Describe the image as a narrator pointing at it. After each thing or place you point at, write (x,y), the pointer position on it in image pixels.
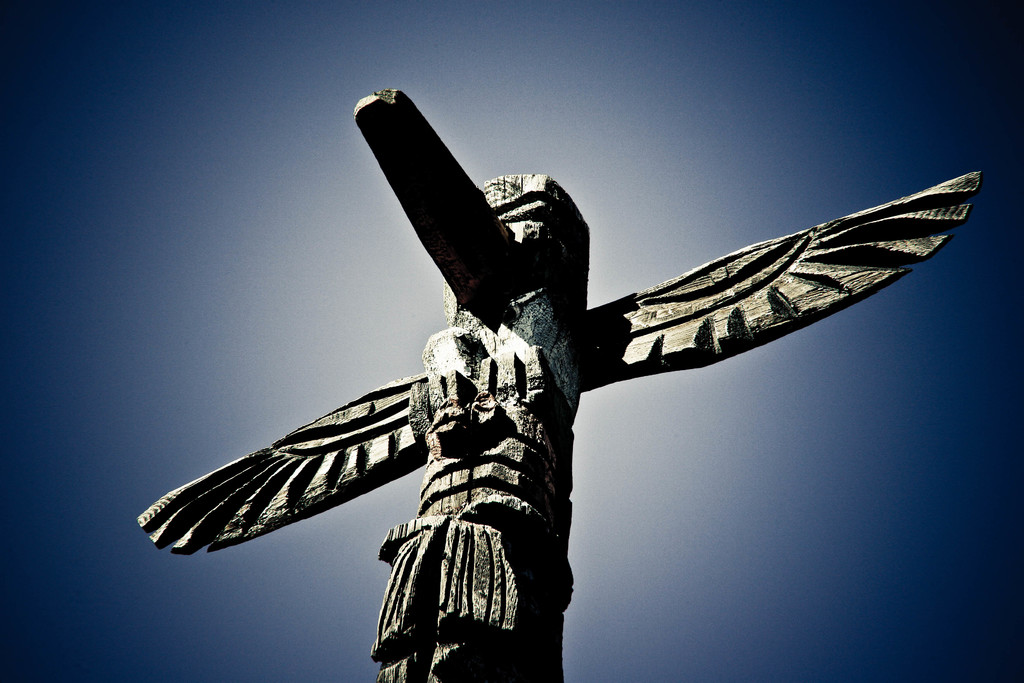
This looks like a carving sculpture (489,366). The background (805,149) looks blue and white in color.
